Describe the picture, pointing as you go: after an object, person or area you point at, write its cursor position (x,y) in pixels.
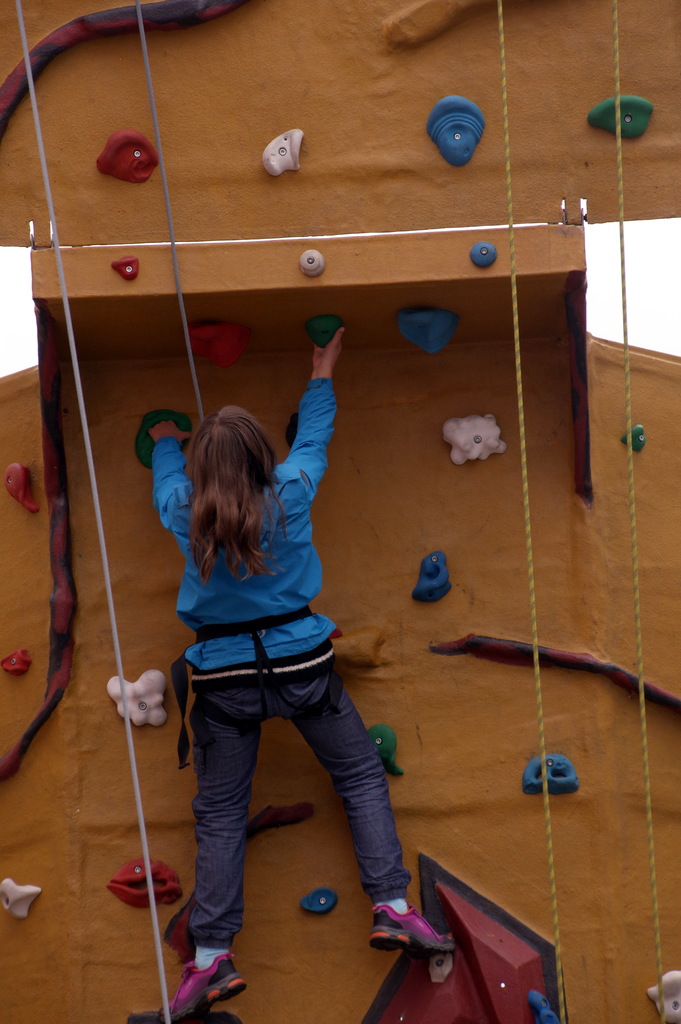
In this picture I can see a woman (289,576) wearing a blue color t-shirt (288,563) and climbing on the wall (333,234), on the wall (474,203) I can see ropes (620,198) and the wall (539,90) color is brown.
